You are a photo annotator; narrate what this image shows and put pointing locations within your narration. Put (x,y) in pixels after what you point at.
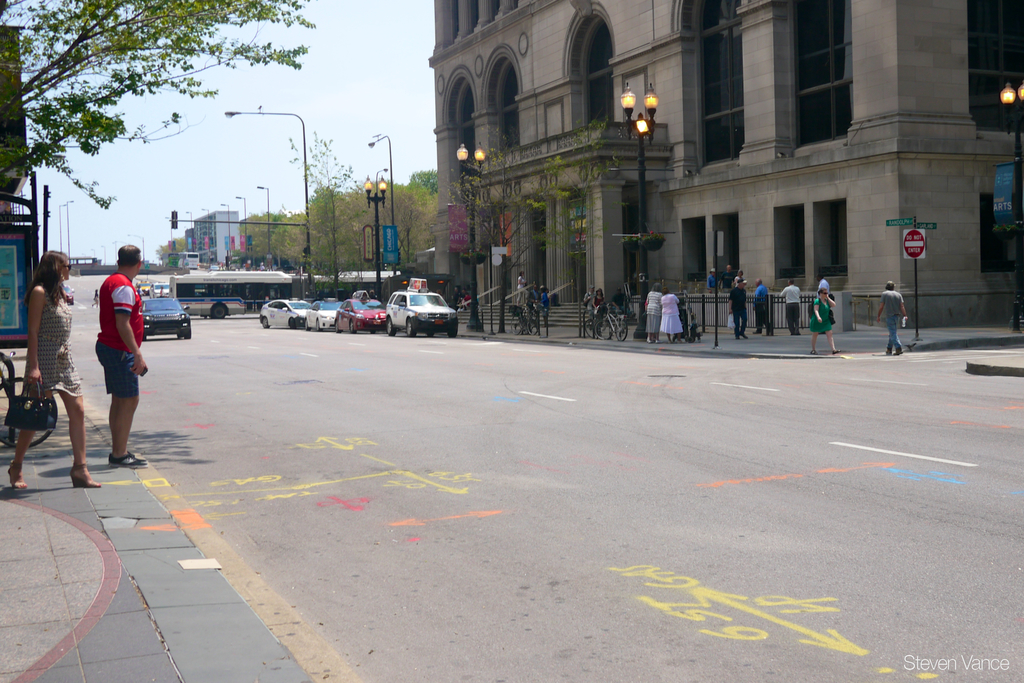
In this image on the left side (57,351) a woman (64,339) is holding a bag (24,426) in her hand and walking on the footpath (99,443) and a man (117,403) is standing on the footpath (100,493). In the background (282,246) there are buildings (216,266), light poles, trees (293,236), few persons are walking on the footpath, vehicles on the road (880,454), sign board poles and sky (111,149).
